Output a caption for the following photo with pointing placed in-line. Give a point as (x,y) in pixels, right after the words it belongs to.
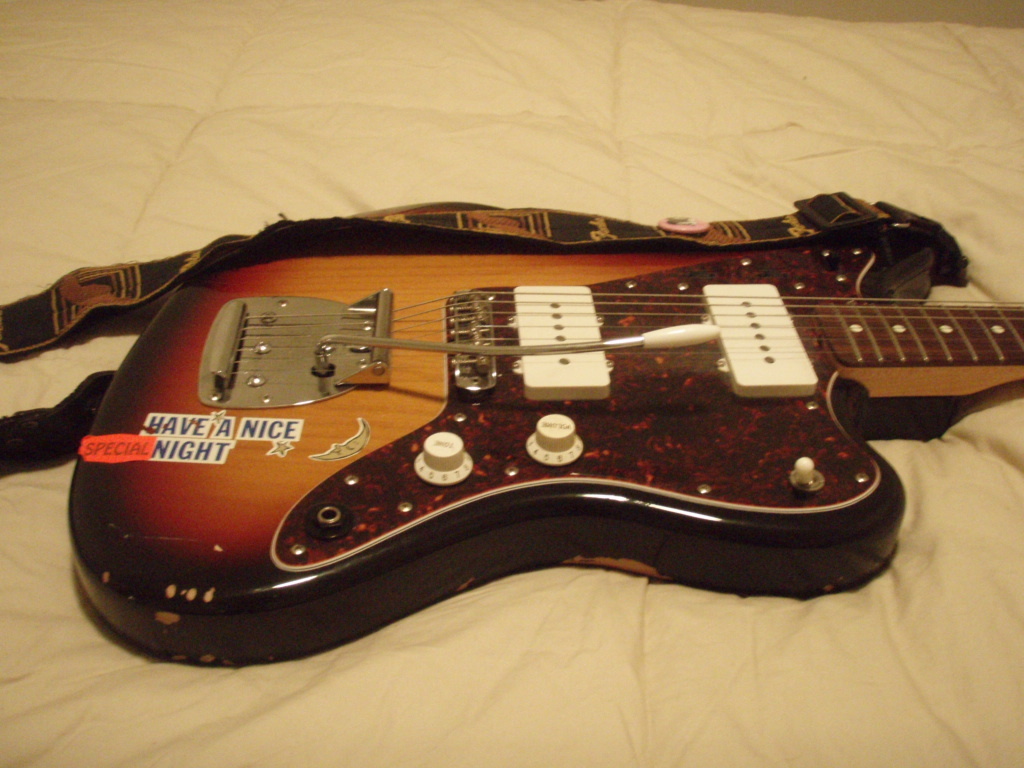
In this picture we can see a guitar (568,358).
